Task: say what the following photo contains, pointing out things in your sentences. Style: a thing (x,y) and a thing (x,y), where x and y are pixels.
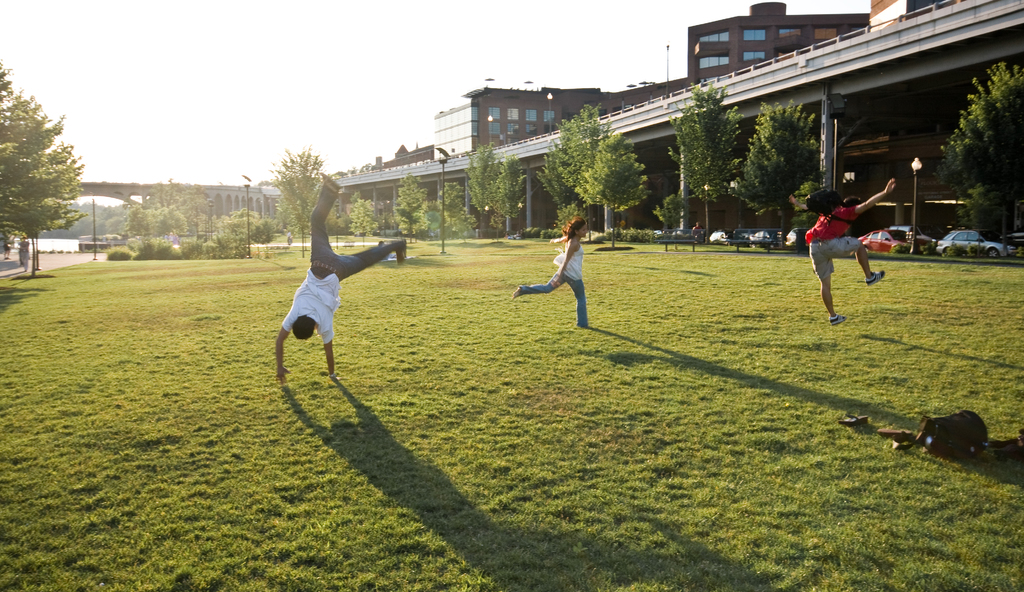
In this image, I can see the woman (585,323) running and the man (849,224) jumping. Here is a person (304,316) standing upside down. This is the grass (698,430). I can see the sandals (902,441) and a bag (941,443). These are the trees (24,149). I can see the cars (963,237) on the road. This looks like a flyover (464,171). I can see the buildings (776,37) with the glass doors (529,116).
